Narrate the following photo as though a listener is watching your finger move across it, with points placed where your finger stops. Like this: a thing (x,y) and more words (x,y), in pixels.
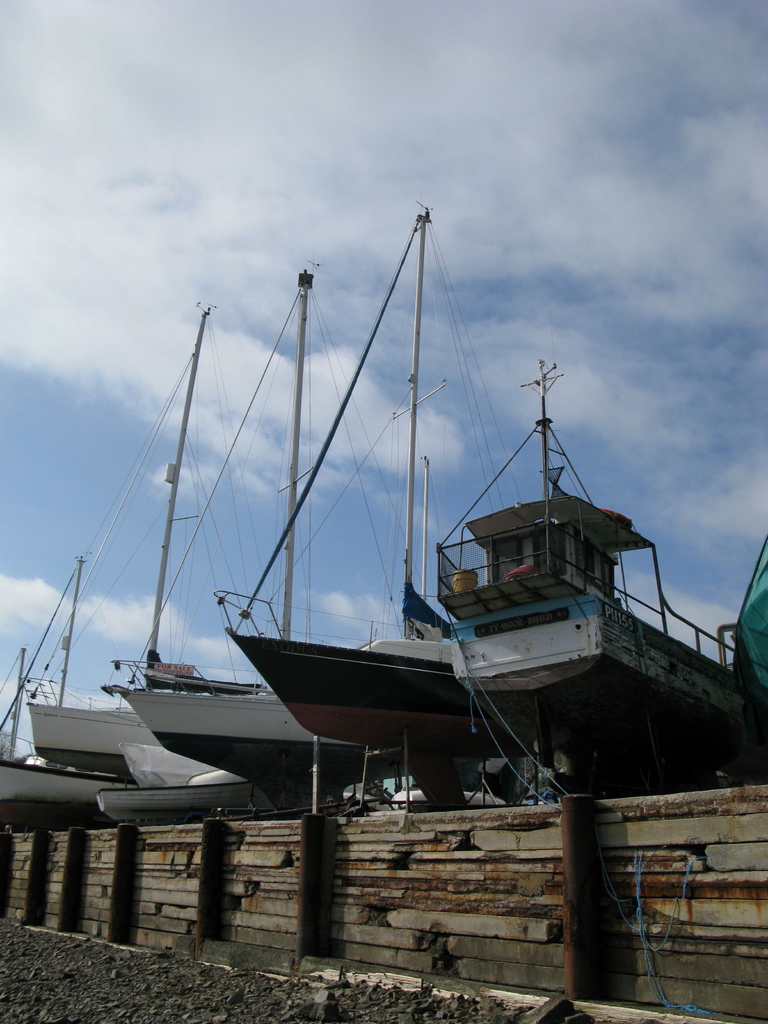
In this image there are so many boats (287,677) kept one beside the other on the wooden floor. At the bottom (97,979) there are stones (120,981) on the ground (117,949). Beside the stones (16,963) there is a wooden wall (445,897) with the wooden sticks (580,901) to it. At the top (663,248) there is the sky (638,238).
